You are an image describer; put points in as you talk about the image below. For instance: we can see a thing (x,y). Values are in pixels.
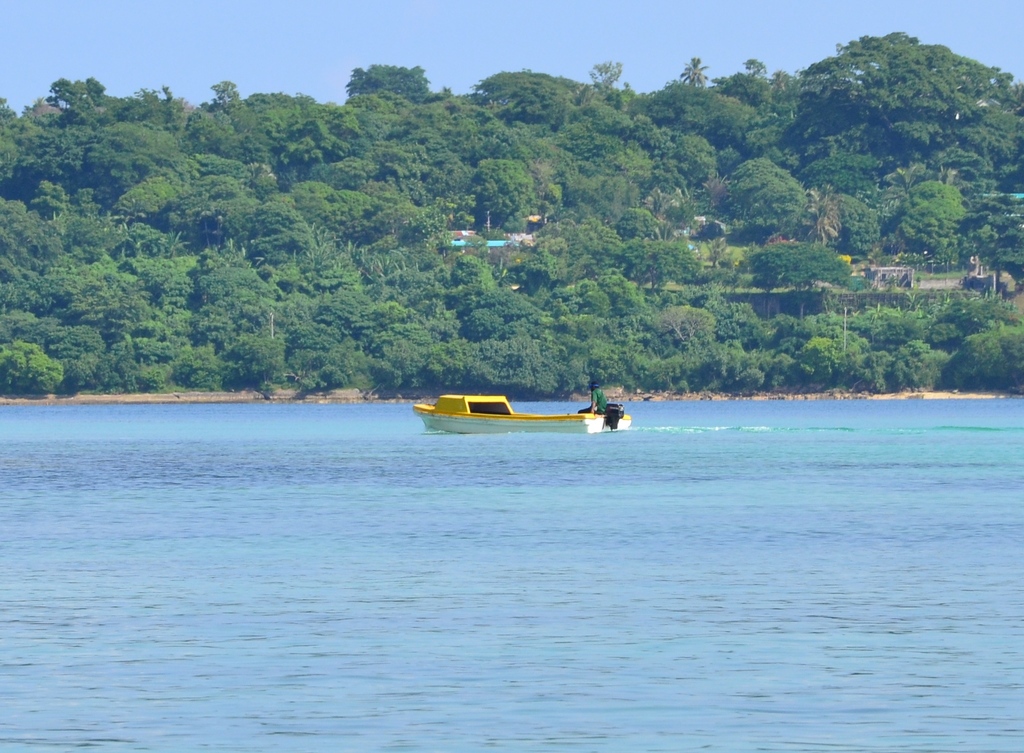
In this image there is a person (585,409) sitting on the motor boat (609,409) in the water (539,407), in the background of the image (510,310) there are trees (570,259).
